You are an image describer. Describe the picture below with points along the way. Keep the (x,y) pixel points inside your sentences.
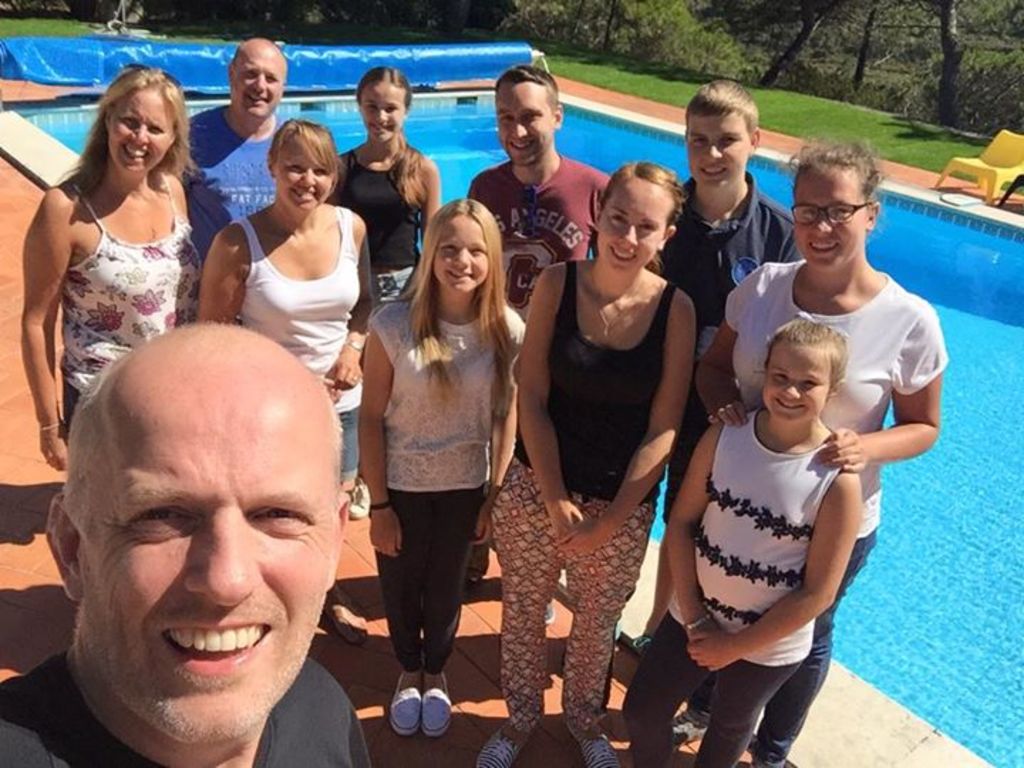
In this picture there are group of people (490,284) standing and smiling. At the back (491,154) there is water (1023,404) in the swimming pool (988,711) and there are trees (66,9) and there are chairs (962,166). At the bottom (484,723) there are tiles (969,183). At the back (50,65) there is an object (32,82).
